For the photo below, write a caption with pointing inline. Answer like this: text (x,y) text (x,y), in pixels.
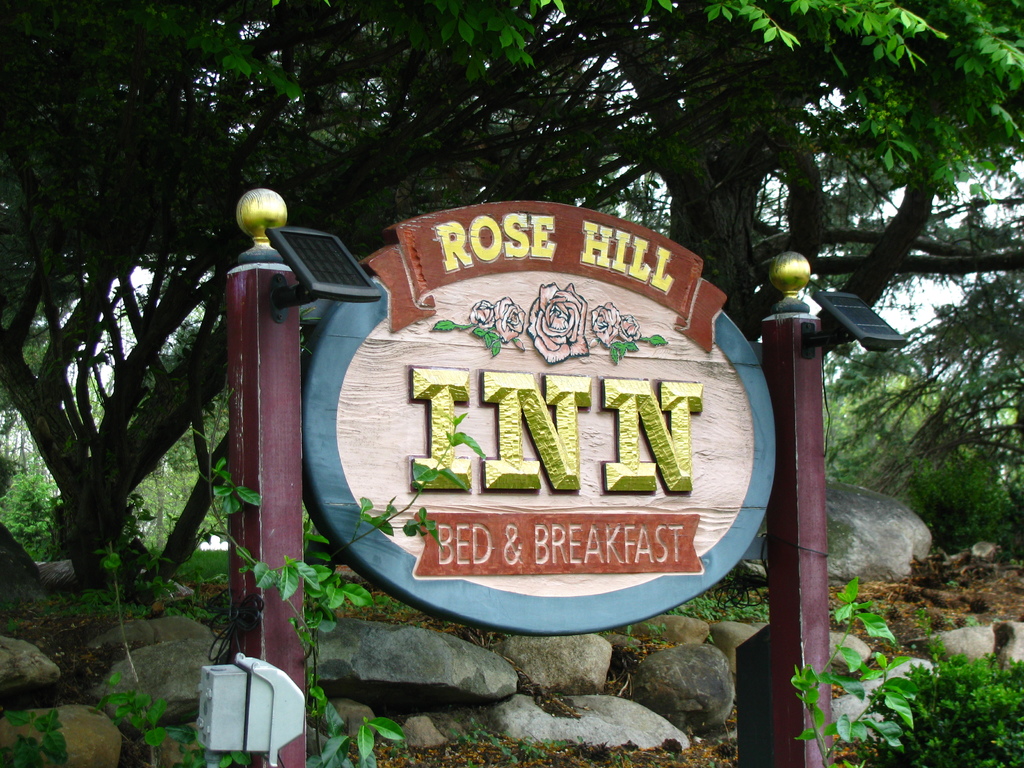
In this image we can see a board (551,484) and lights (826,339) attached to the pillars (787,659), there is a white color object (244,717) in front of the board (626,383), there are rocks (335,669) and trees (812,250) in the background (803,123).
